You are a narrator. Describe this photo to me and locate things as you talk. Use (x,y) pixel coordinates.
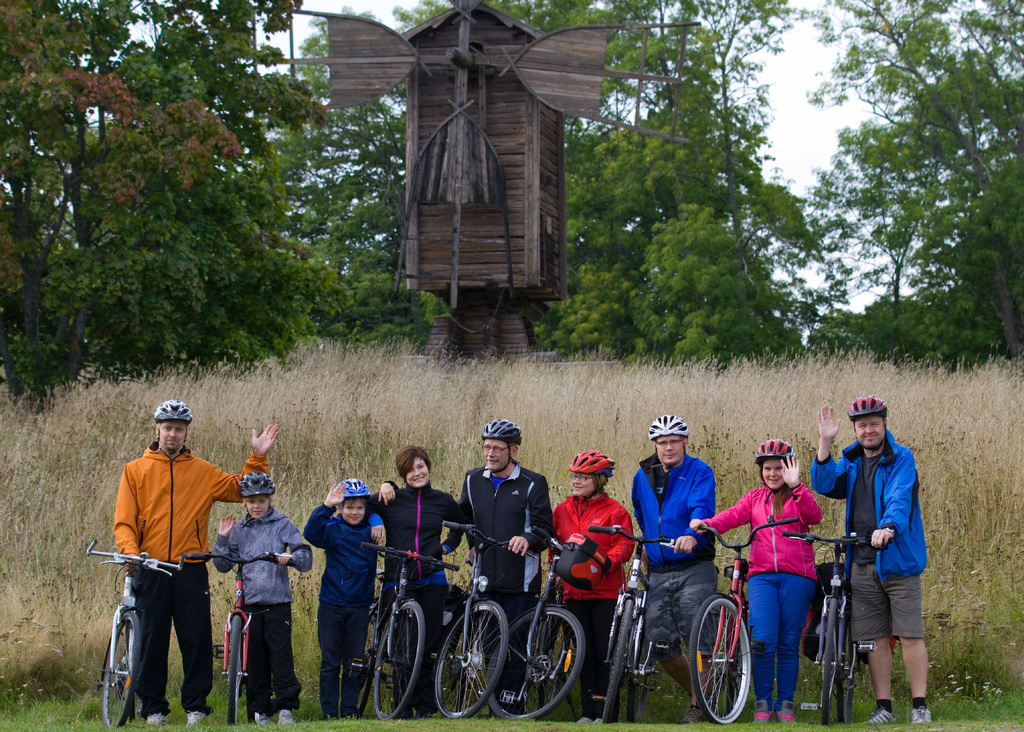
In the picture we can see some people (701,577) and some children (267,577) are standing on the grass surface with the bicycles (865,542) and they are in the jackets (170,497), helmets (778,448) and behind them, we can see, full of grass plants (953,577), behind it, we can see a windmill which is of wooden made and behind it we can see some trees (50,53) and a part of the sky (801,110).
